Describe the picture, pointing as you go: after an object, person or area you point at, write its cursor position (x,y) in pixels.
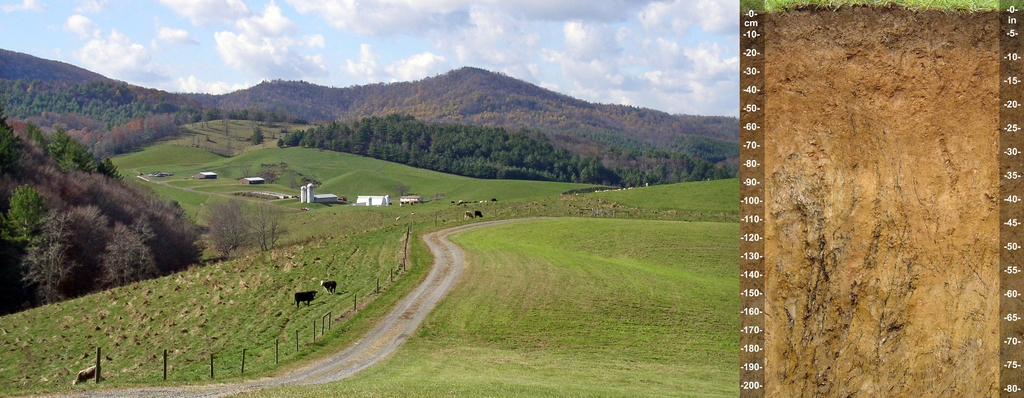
In this picture there are few houses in the center of the image (361,206) and there are animals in the image, there is greenery (166,224) around the area of the image, there is a measuring tape (749,89) on the right side of the image (760,55).
